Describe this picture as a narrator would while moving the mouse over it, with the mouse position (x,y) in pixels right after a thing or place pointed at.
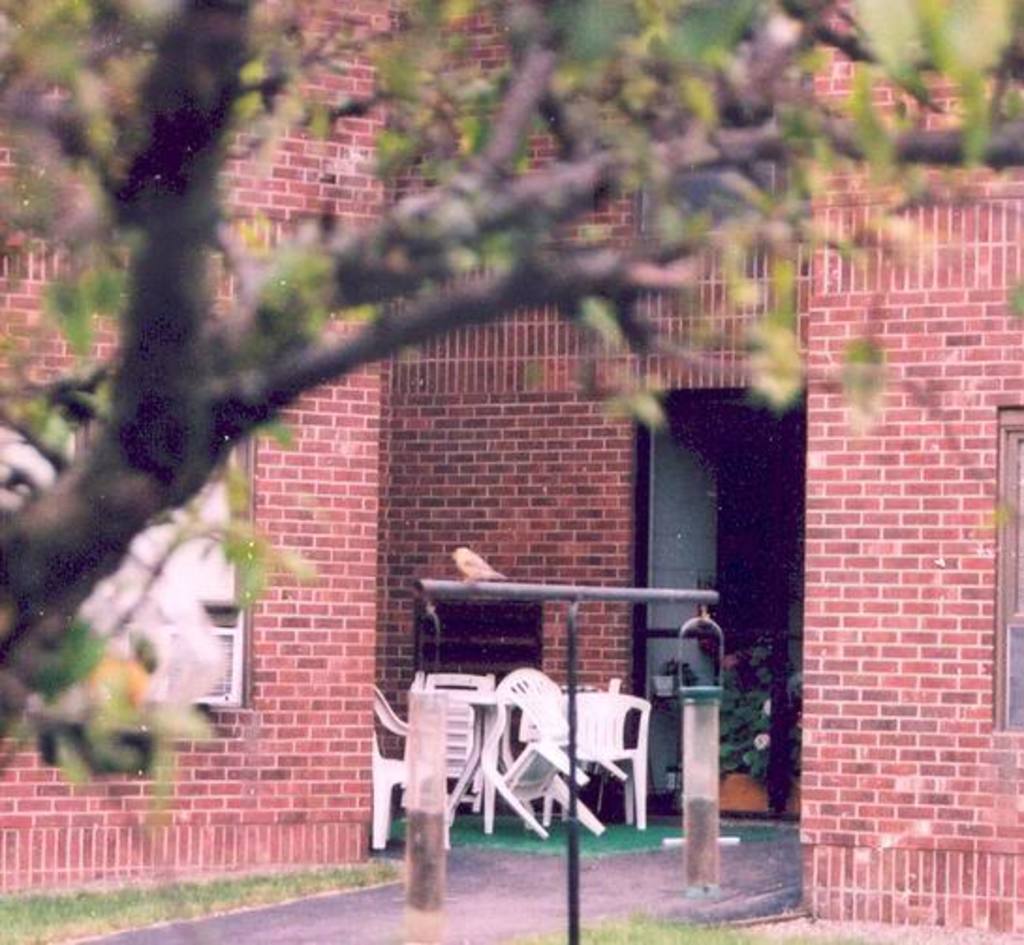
At the foreground of the image (169,282) we can see a tree (138,239) and at the background of the image (329,510) there is red color brick wall (381,474) and there are some chairs (539,724).
